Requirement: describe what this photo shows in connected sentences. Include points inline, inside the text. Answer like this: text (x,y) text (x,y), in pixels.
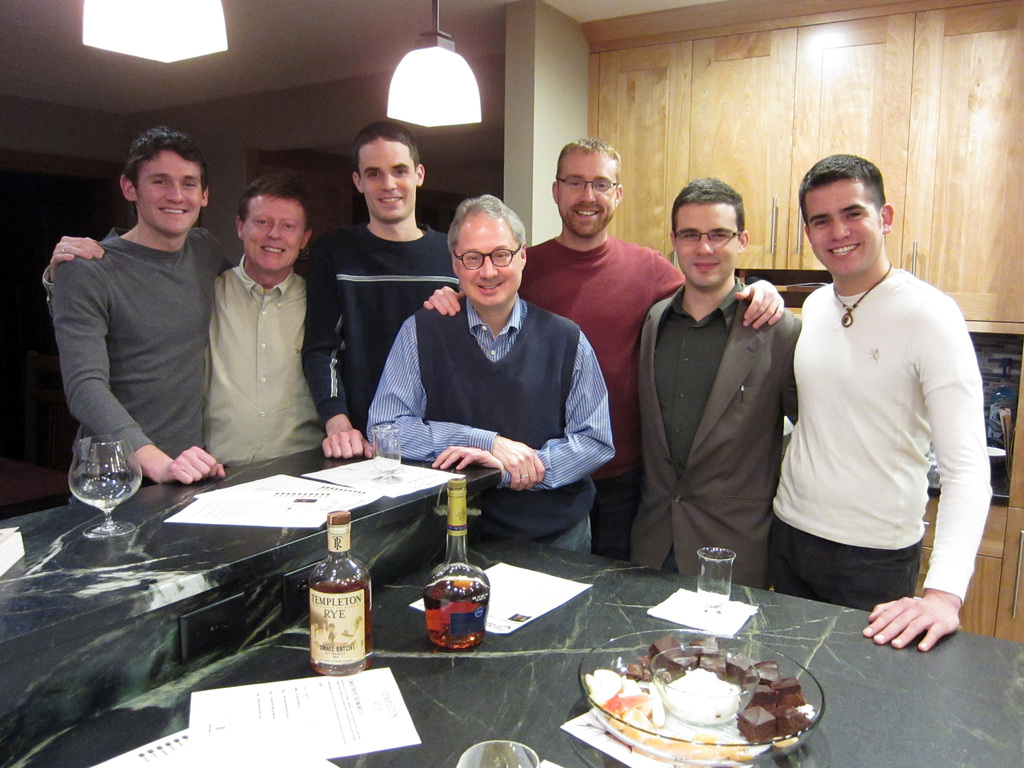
In this picture we can see a group of people (863,336) stand in a kitchen (1023,472) and in front of the people (627,256) it looks like a table (243,600) and on the table (600,596) there are glasses (106,481), bottles (473,568), papers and some food items (698,681) in the bowls (693,709). Behind the people (546,346) there are wooden cupboards (780,130) and a wall (246,102). At the top (425,75) there are lights (186,30).
